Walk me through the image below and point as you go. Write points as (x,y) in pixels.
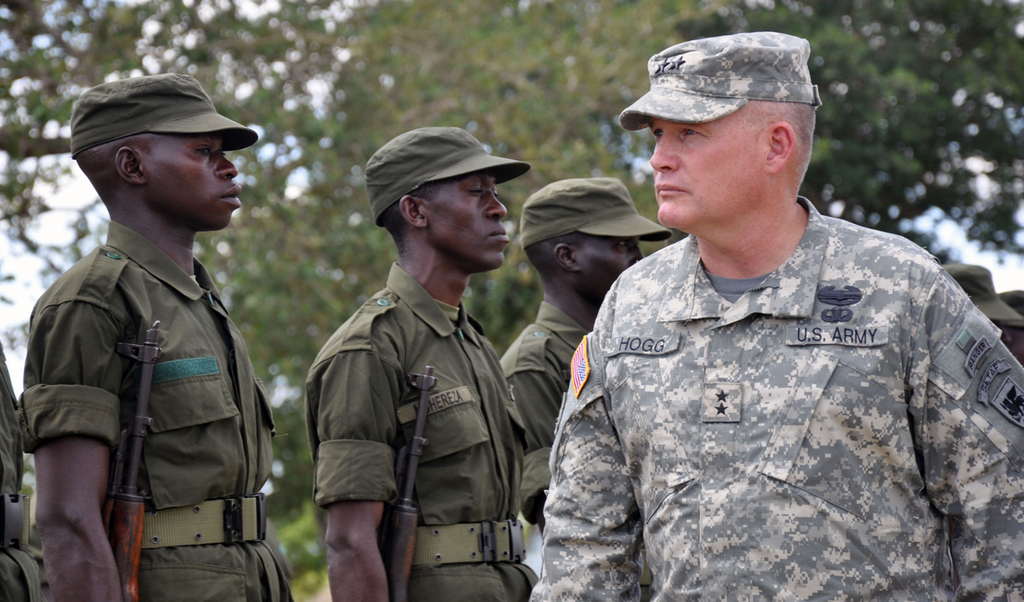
In this picture I can see on the right side (845,298) there is a man (746,395), he is wearing an army dress (736,400), cap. On the left side (48,470) three men (351,418) are standing by holding the weapons (128,451), in the background (403,126) there are trees (509,149).
